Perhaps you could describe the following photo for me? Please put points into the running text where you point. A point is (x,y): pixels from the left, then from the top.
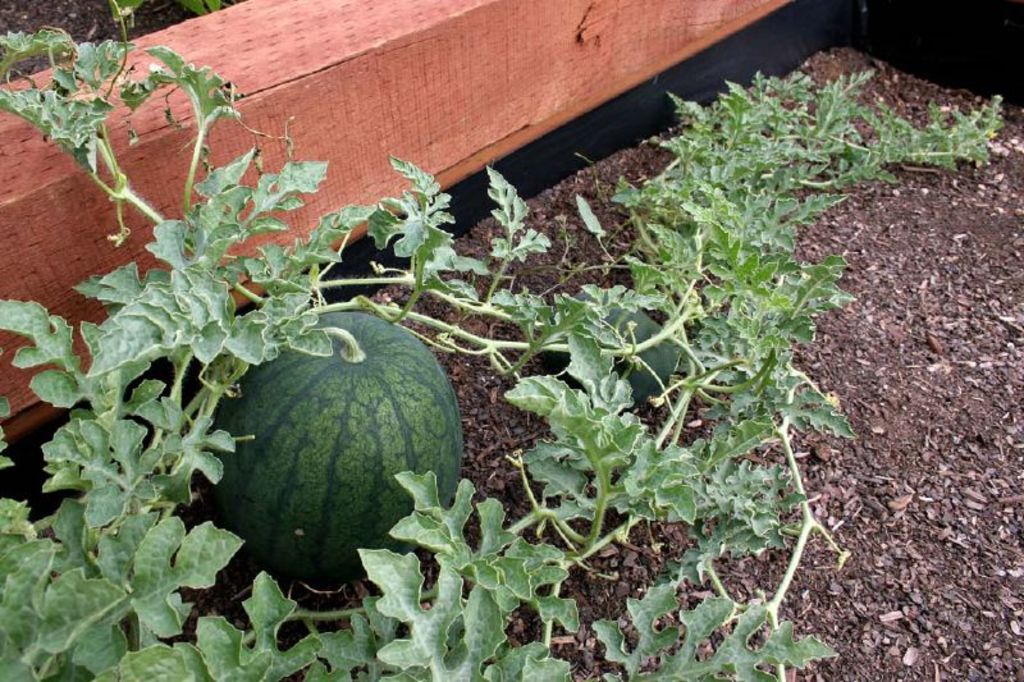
In this image in the front (339,482) there are plants (711,391) and there are fruits (330,392). In the background (356,72) there is an object (476,51).
